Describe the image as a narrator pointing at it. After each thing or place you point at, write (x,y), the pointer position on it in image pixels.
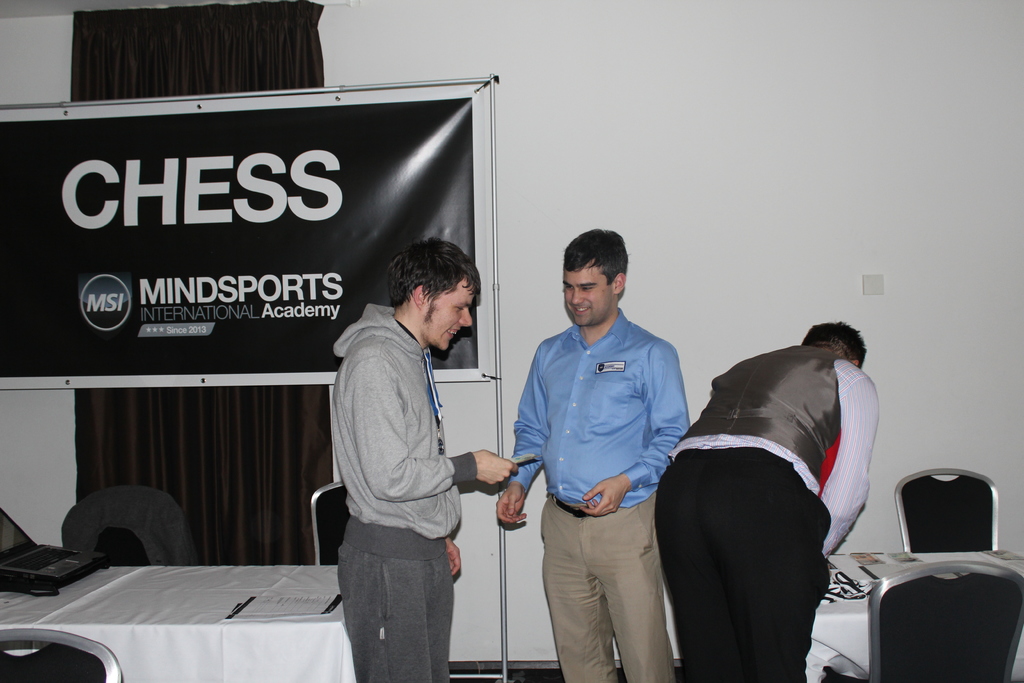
In this image I see 3 men (441,252) standing and in which 2 of them are smiling and there are few chairs (46,646) and 2 tables (117,595). In the background (57,497) I see a banner (322,117) and the wall (630,78).
